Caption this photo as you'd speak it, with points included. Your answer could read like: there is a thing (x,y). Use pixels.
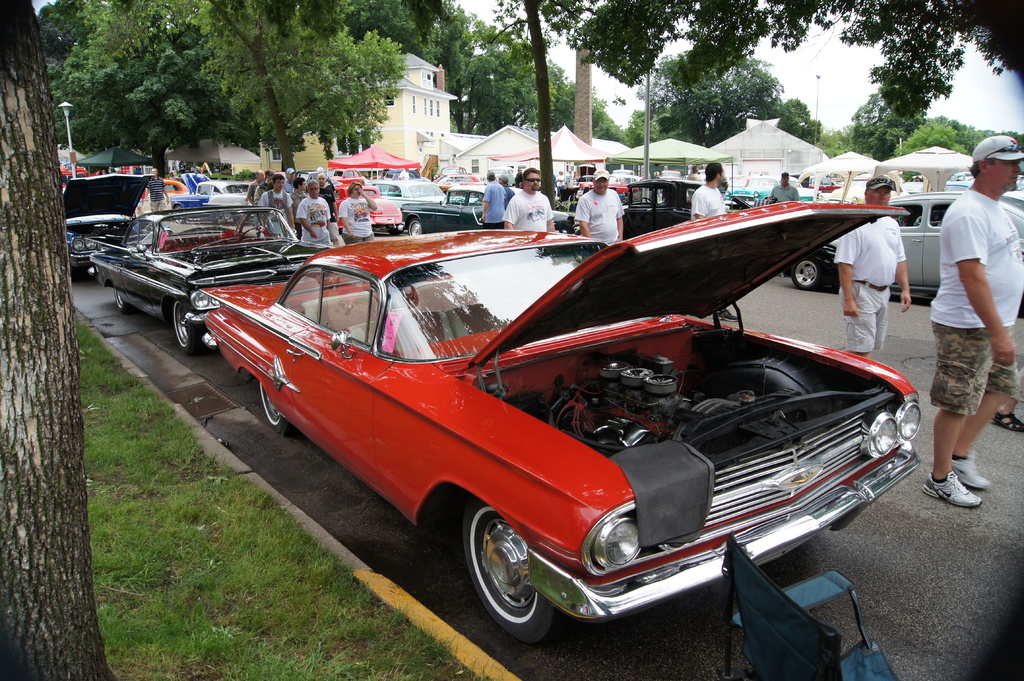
In this image there is a road (897,514), on that road (906,529) vehicles (478,236) are parked people (846,269) are walking on the road (774,296), in the background (721,79) there are trees (561,120) and tents (626,163).
